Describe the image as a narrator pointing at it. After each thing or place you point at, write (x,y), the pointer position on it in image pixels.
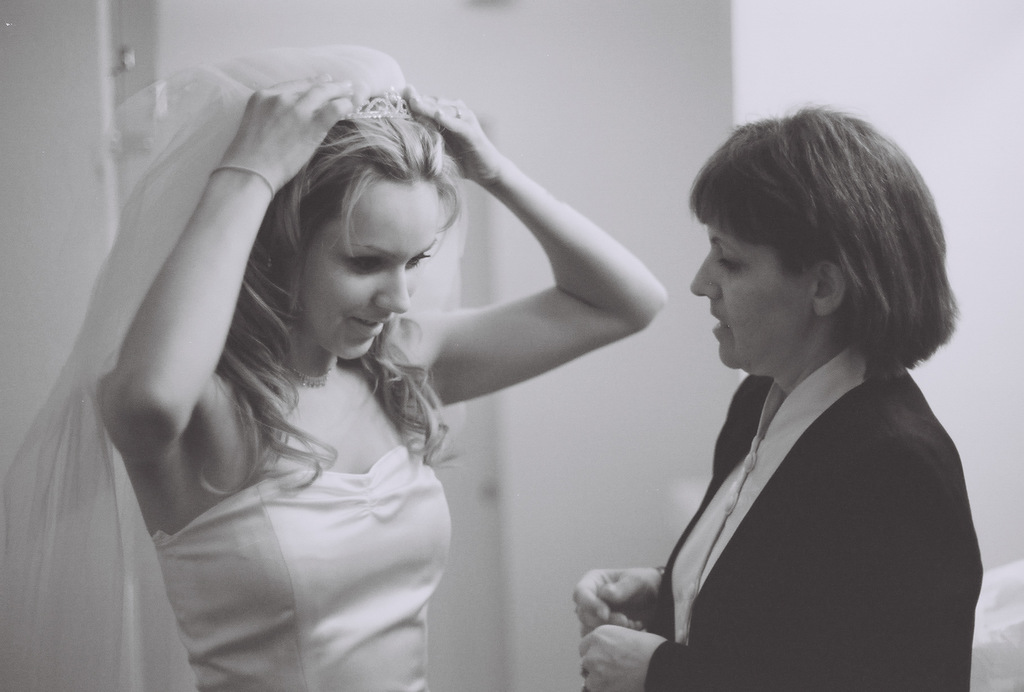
This is a black and white image. Here I can see two women (832,377) are standing. The woman (770,399) who is on the right side (786,403) is looking at the other woman (318,447). This woman (306,264) is holding her crown (385,109) and looking at the downwards. In the background (542,86) there is a wall (543,86).
